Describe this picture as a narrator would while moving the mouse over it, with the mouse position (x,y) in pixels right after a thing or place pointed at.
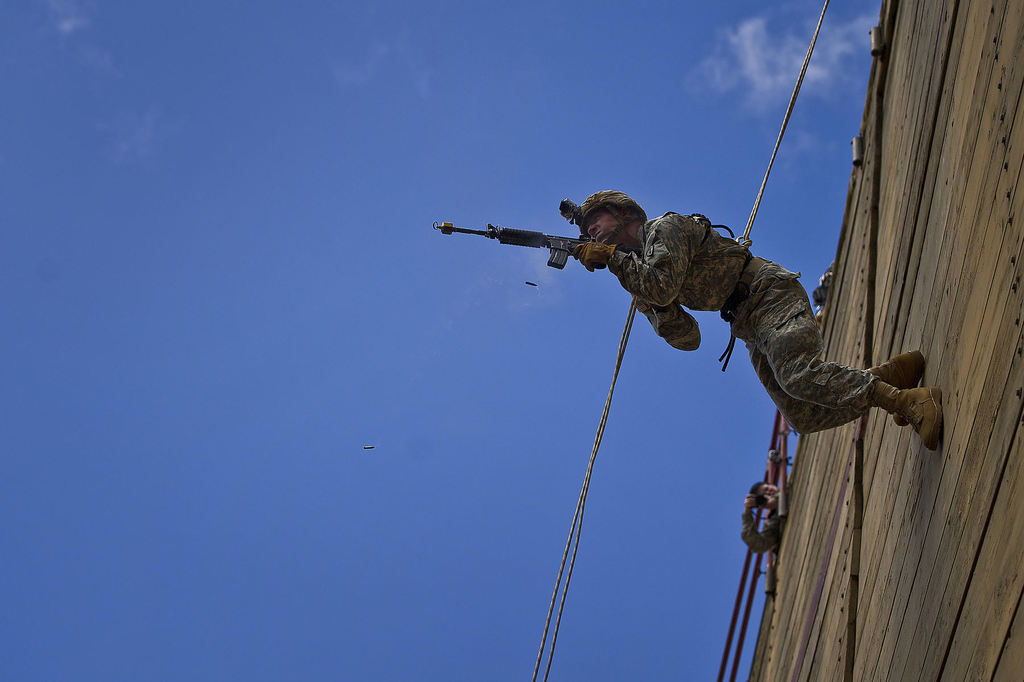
The man (789,391) on the right side (795,320) is performing abseiling. He is in the uniform (669,288). He is holding a rifle (553,251) in his hands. Behind him, we see a wall (883,435). Beside that, we see the rope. In the background (416,227), we see the sky (457,292), which is blue in color.
